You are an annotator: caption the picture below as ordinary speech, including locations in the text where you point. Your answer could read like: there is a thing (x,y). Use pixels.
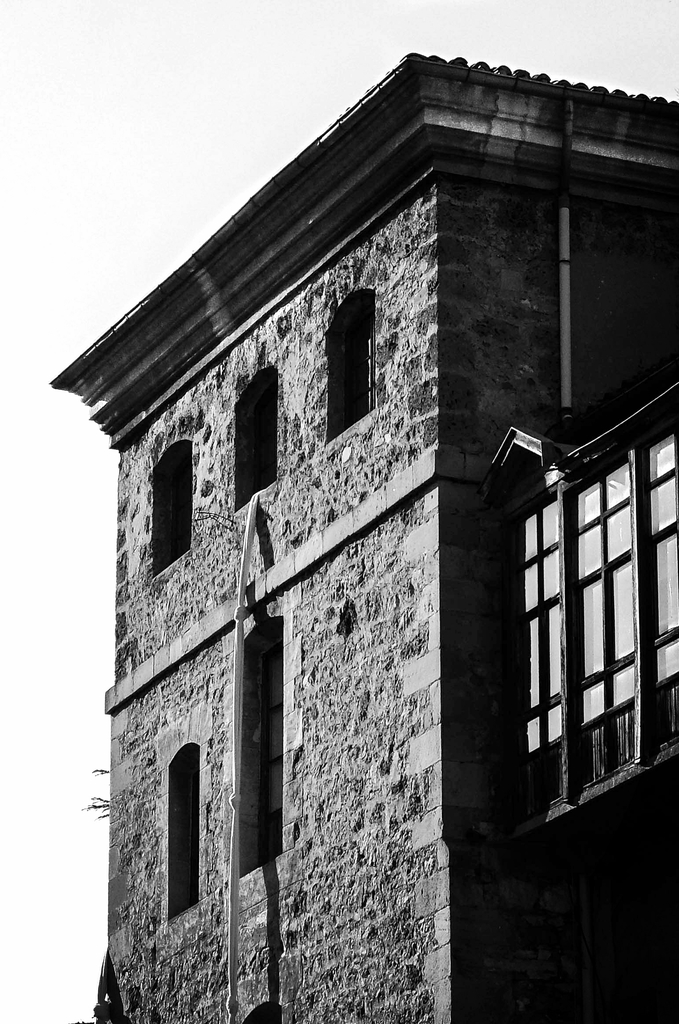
In the picture I can see a building (422,664) and there are few glass windows (614,581) in the right corner (614,581).
